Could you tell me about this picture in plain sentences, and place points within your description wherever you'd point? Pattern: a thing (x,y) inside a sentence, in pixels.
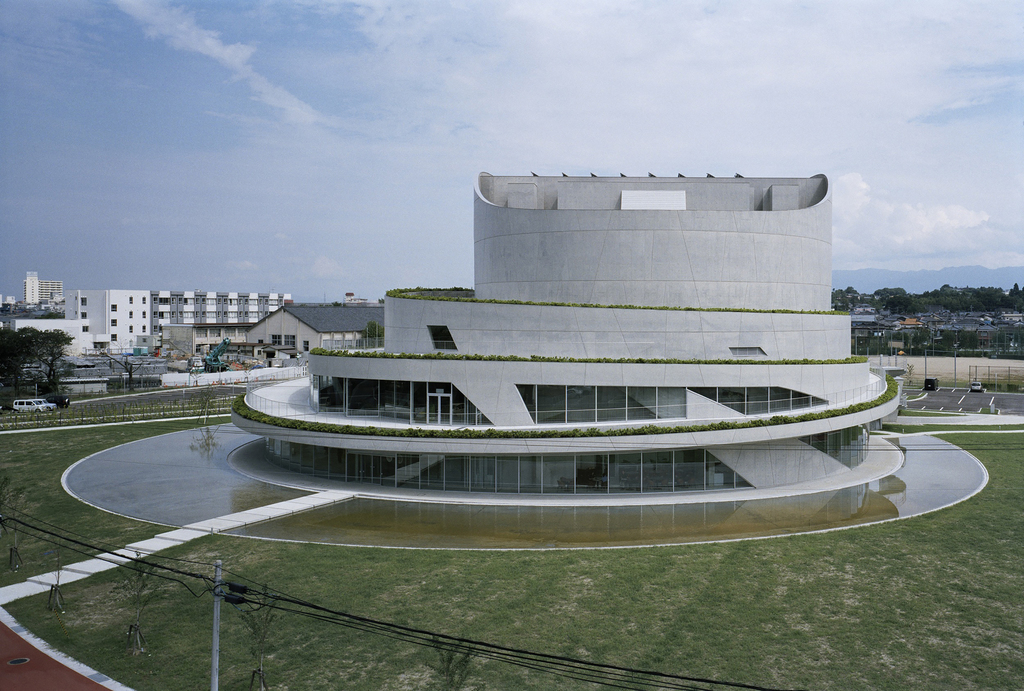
This looks like an architectural building (521,462) with the glass doors (618,473) and plants (250,416). This looks like a pathway (170,539). I think this is the current pole (219,618), with the current wire (426,638) hanging. Here is the grass (821,564). I can see the vehicles (22,408), which are parked. These are the trees (40,376). In the background (895,343), I can see the buildings (126,316).
